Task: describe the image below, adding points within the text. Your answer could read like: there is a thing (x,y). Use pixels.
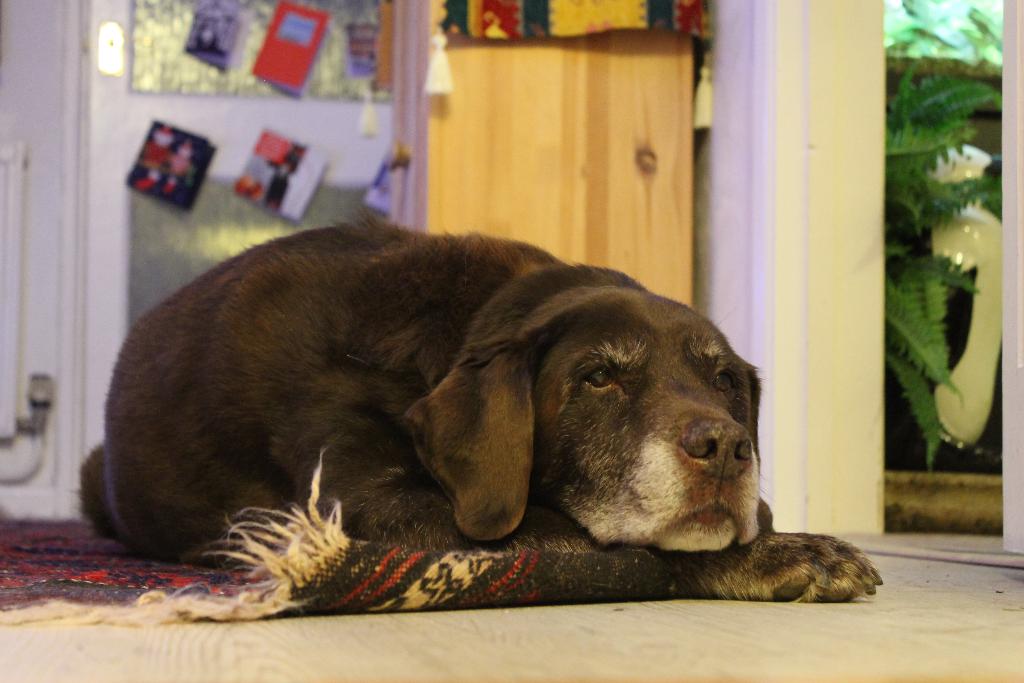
In this picture I can see a dog (517,376) on the carpet (93,537) and I can see plants (917,288) and few greeting cards (278,166) and looks like a wooden door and a cloth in the background (196,153).
